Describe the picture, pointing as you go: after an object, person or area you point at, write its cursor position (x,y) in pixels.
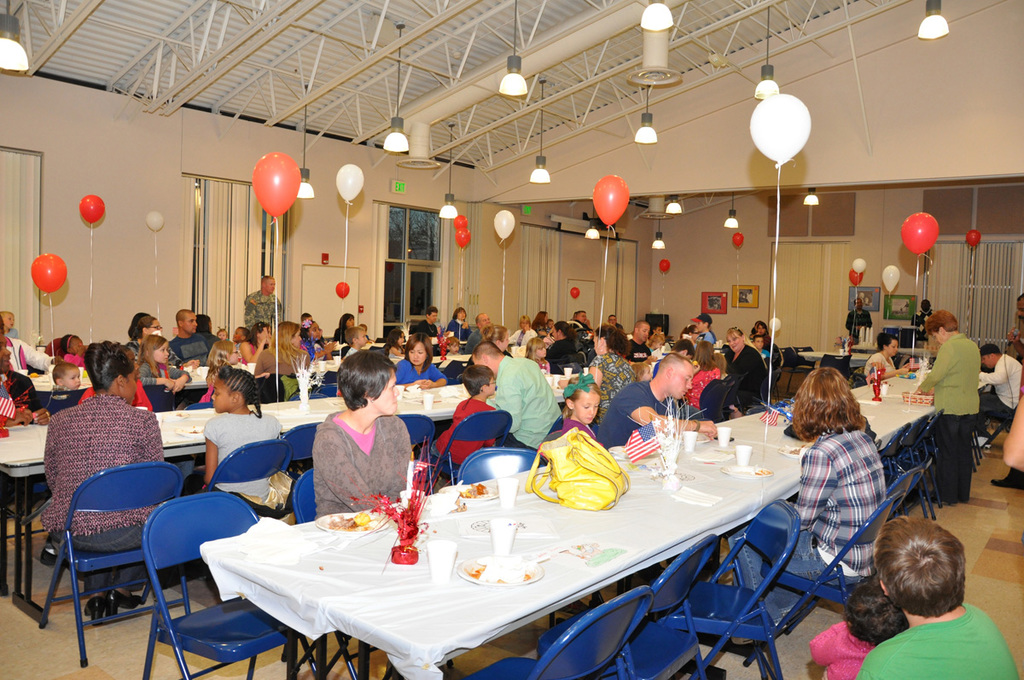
In this image there are a few people (103,345) sitting on the chairs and there are a few people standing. In front of them there are some objects (430,405) on the tables (667,502). There are balloons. In the background of the image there are photo frames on the wall (705,254). There are windows (263,244), curtains (242,272). On top of the image (808,196) there are lamps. There is a roof top (462,20) supported by metal rods (254,75).
